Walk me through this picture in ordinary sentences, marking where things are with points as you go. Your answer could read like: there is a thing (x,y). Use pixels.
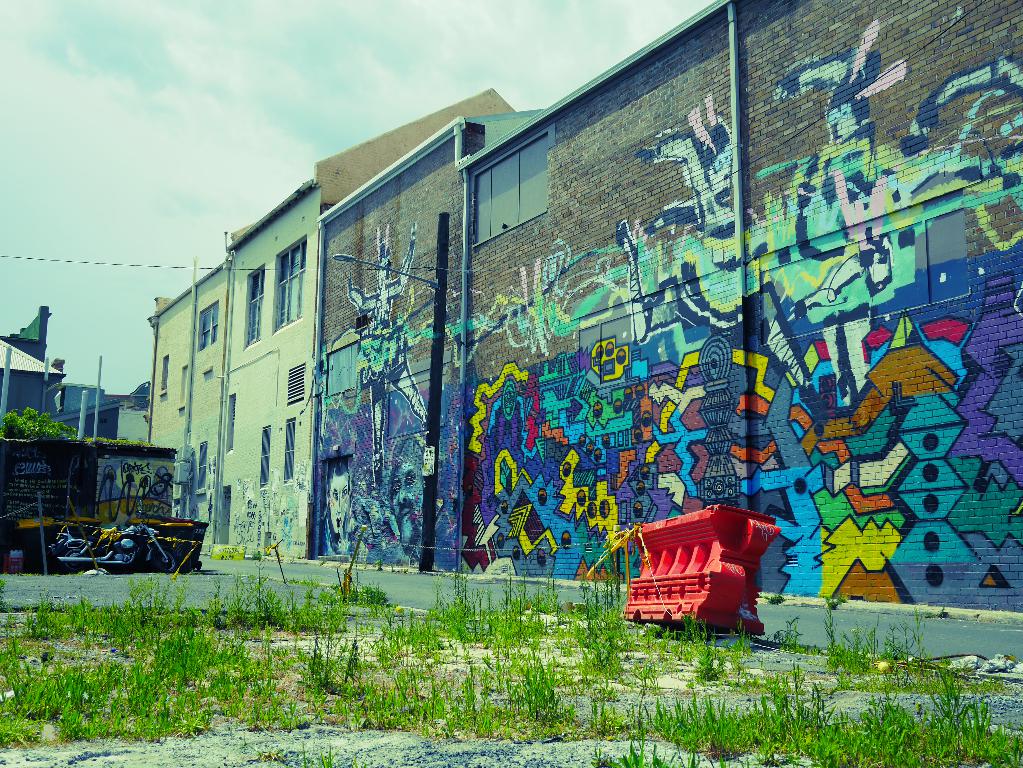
In this picture we can see the graffiti (930,363) on the wall (374,465), buildings (607,397), windows (217,310), poles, shed (43,450), motorcycle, plants (983,736), road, barricades (744,624). At the bottom of the image (381,685) we can see the plants (541,685) and ground (498,694). At the top of the image (400,10) we can see the clouds (385,121) in the sky (525,76).
